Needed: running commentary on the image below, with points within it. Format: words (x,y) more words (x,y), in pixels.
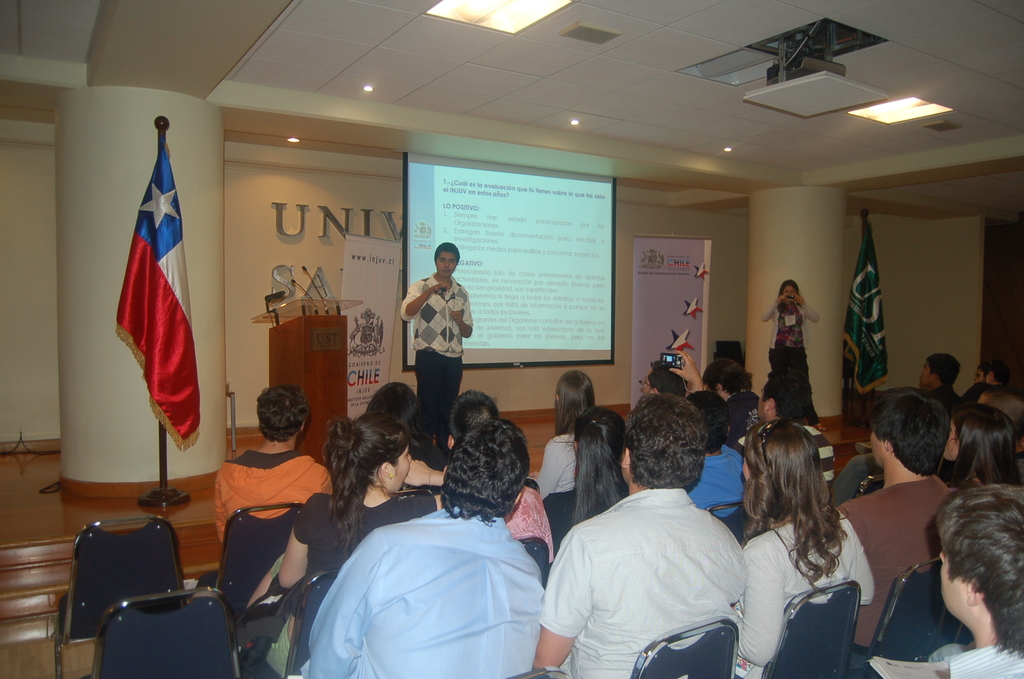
This is looking like a hall (311,458). Here I can see few people (362,516) are sitting on the chairs (542,576) and looking at the man (452,335) who is standing in front of them. It seems like he is speaking something. Beside this person (434,344) there is a podium (311,341). In the background (421,265) I can see two banners (661,281) and a screen (430,221) attached to the wall (246,211). On the right (802,243) and left side of the image (134,277) I can see two pillars (804,251) and two flags (879,310). Beside the pillar (816,275) there is a woman (794,325) standing and holding a camera (789,303) in the hands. On the top (498,4) there are two lights (462,2).
